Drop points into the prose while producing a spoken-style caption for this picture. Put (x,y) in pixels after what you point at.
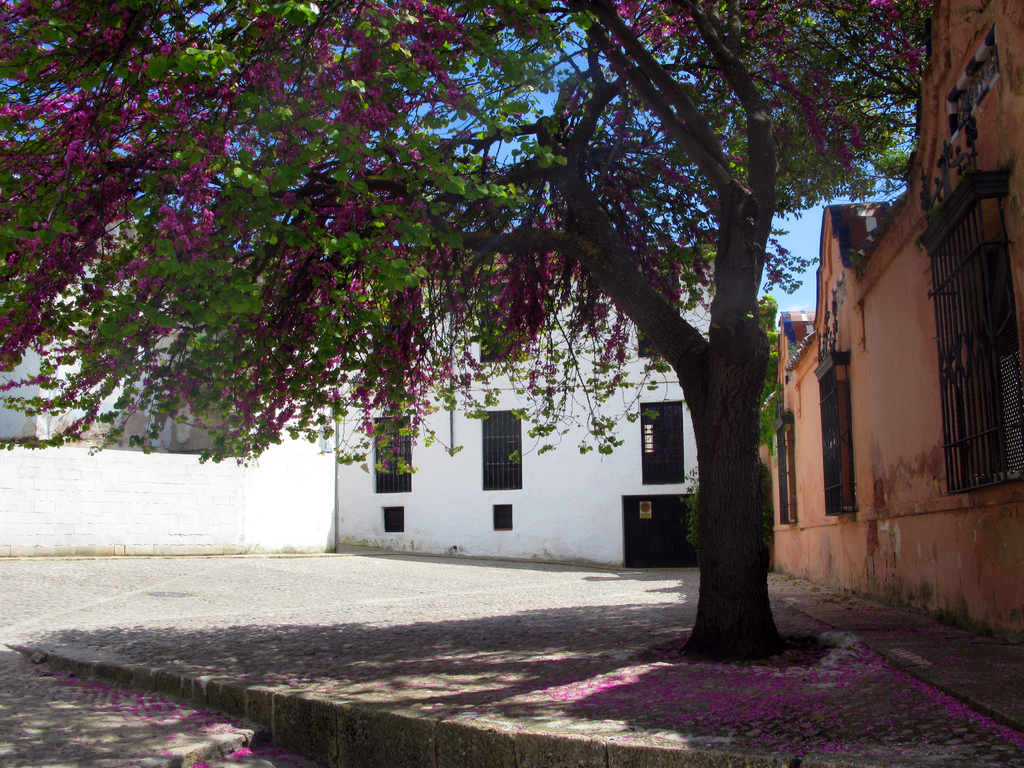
In this image I can see tree (394,441), on the tree (394,441) I can see flowers (505,310) and there are some buildings (440,435) visible in the middle (563,474), at the top (805,250) I can see the sky (815,264).
